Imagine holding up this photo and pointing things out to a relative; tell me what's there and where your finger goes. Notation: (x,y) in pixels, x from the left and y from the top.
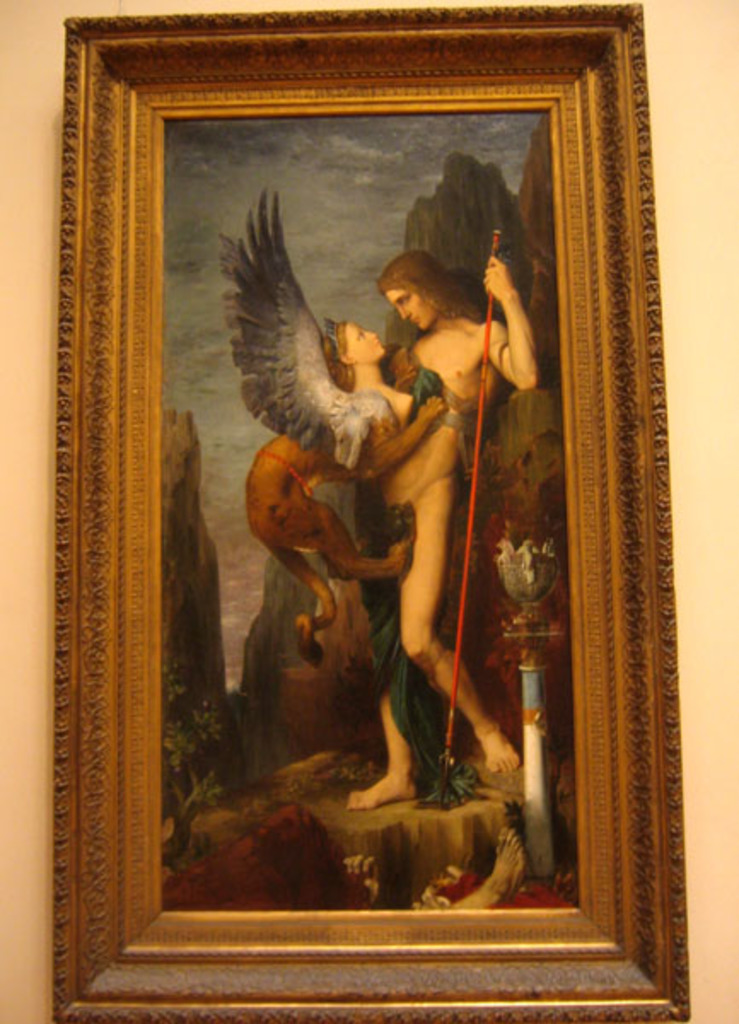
In this image we can see a photo frame (342,66) on the wall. There is a painting (572,788) in the image. In painting (359,464) we can see few people (365,421), few hills (552,435), a sky (353,233) and few plants (204,718).
